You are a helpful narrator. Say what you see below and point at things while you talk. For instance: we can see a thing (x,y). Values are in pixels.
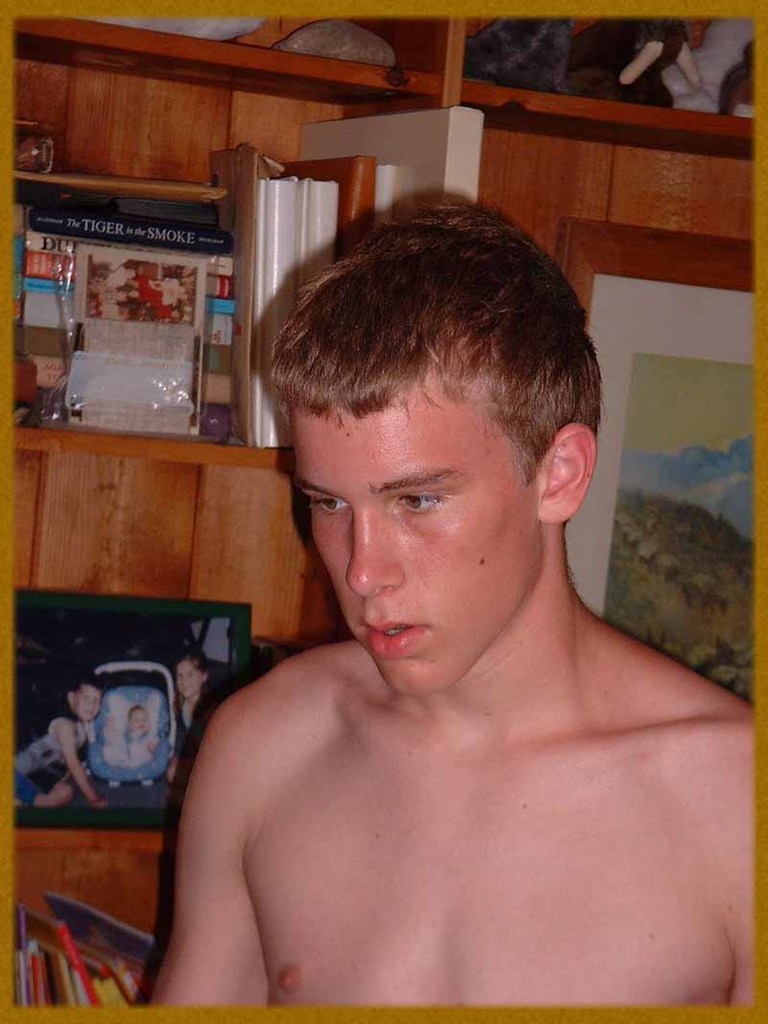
In this image, I can see a person (494,773) standing. These are the books (277,214), which are kept in the rack (219,454). I can see the photo frames (169,603), which are attached to the wall (170,506). At the top right side of the image (605,53), I think these are the toys (644,87). This wall (128,490) is of wooden texture (156,103).
